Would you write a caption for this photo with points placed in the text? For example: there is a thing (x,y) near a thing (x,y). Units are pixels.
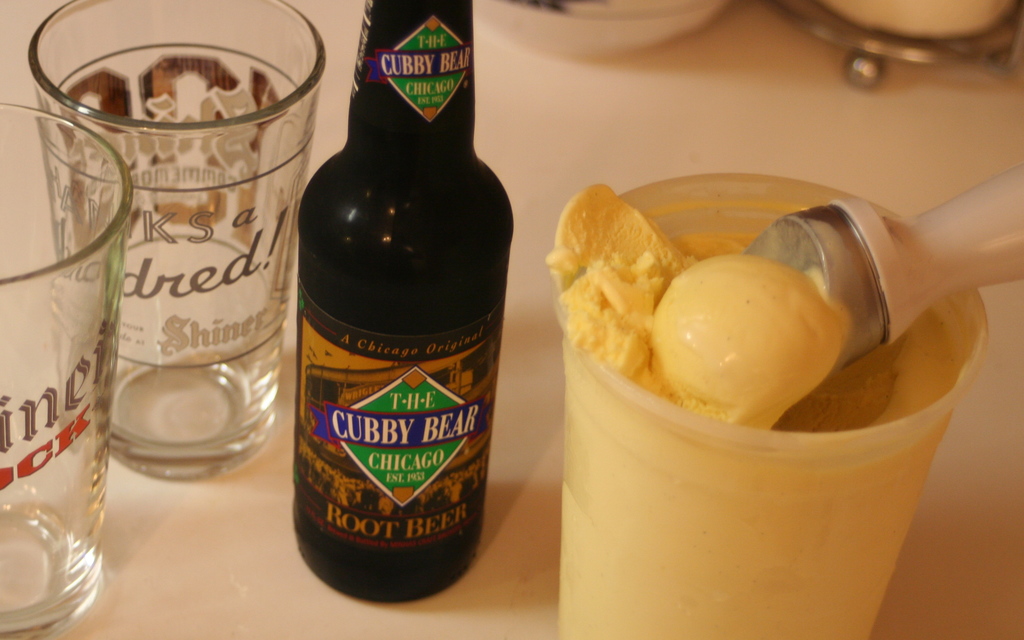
In this image I can see black color bottle (385,211) and two glasses (244,168) visible on left side (208,226) and in the middle (665,296) I can see a container (832,317) contains ice cream (820,290) and spoon (801,238) visible on right side (789,228), at the top (607,14) I can see bowls (692,16) kept on table (600,126).
